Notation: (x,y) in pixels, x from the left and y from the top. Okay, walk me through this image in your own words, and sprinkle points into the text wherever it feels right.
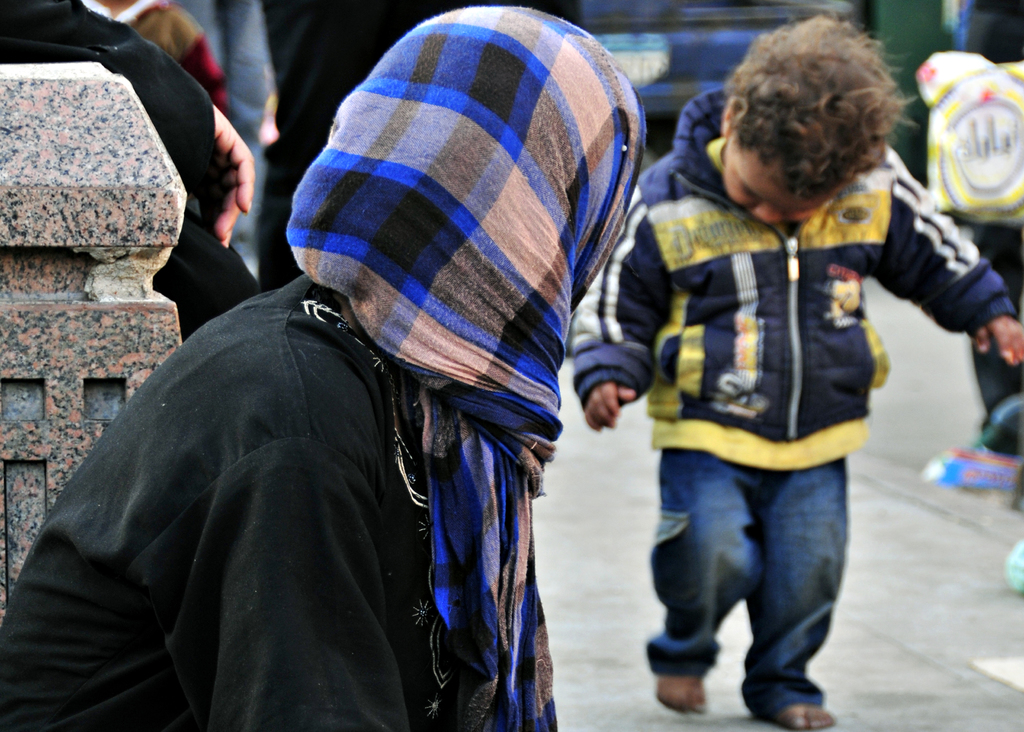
In the foreground of the image (405,325), we can see a person (337,569) who is wearing a scarf (505,137) and black dress (315,537). There is a boy (871,165) on the right side of the image (861,395). He is wearing a jacket (776,295) with jeans (823,501). In the background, we can see people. It seems like a boundary wall (83,200) on the left side of the image (88,208).
